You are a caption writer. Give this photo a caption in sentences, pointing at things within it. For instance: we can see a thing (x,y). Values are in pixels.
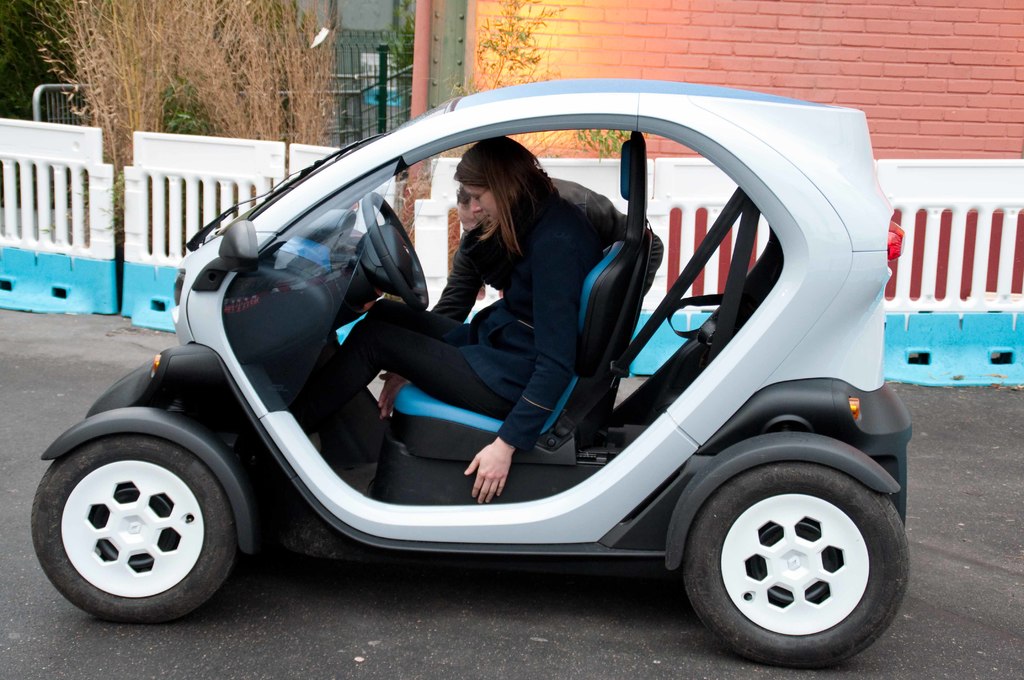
In the background (784,72) we can see the wall (763,47), plants (224,47), railing (342,125), barricades (966,194) and few objects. In this picture we can see a woman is sitting inside a vehicle (374,186). Behind her a person (571,190) is visible. At the bottom portion of the picture (967,616) we can see the road (204,604).
